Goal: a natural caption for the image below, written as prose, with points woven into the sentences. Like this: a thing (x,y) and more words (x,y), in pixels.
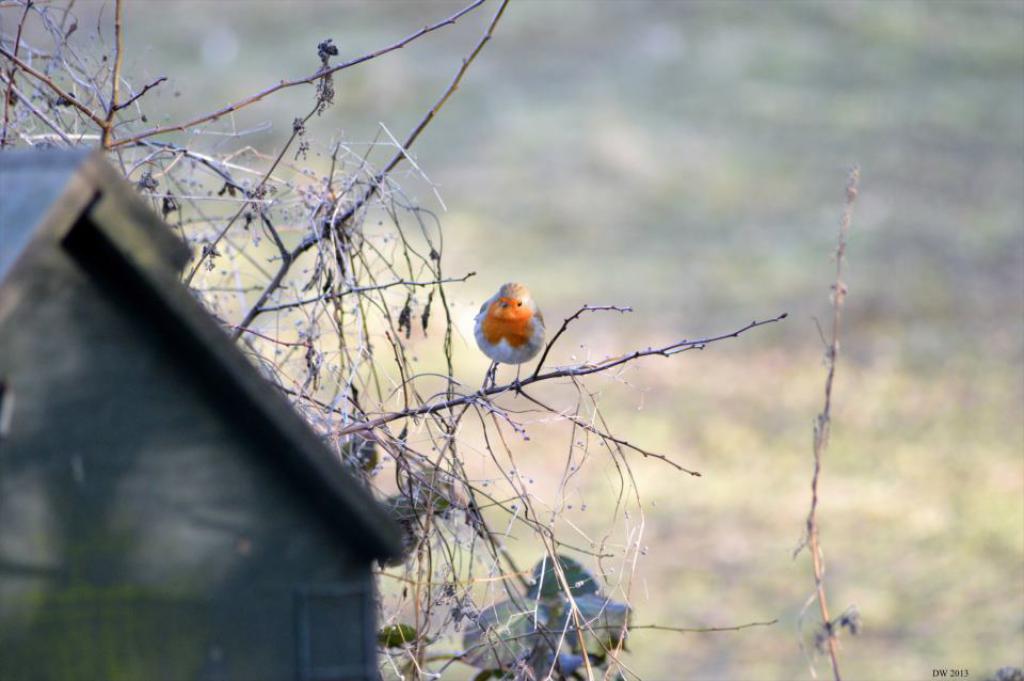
Here we can see bird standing on stem (515,389) and we can see grass (751,534).
